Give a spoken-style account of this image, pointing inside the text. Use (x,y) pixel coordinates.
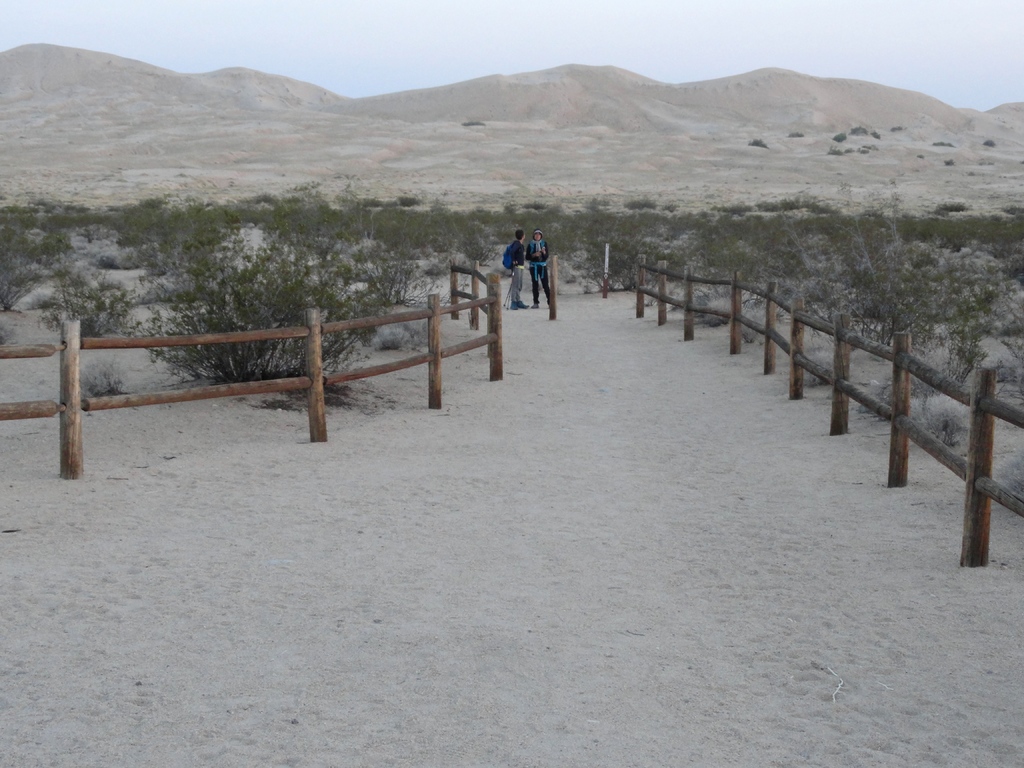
This image is clicked outside. There are bushes (464,226) in the middle (588,265). There are two persons (517,239) standing in the middle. There are hills (397,105) at the top (535,114). There is sky (575,27) at the top (523,36).
